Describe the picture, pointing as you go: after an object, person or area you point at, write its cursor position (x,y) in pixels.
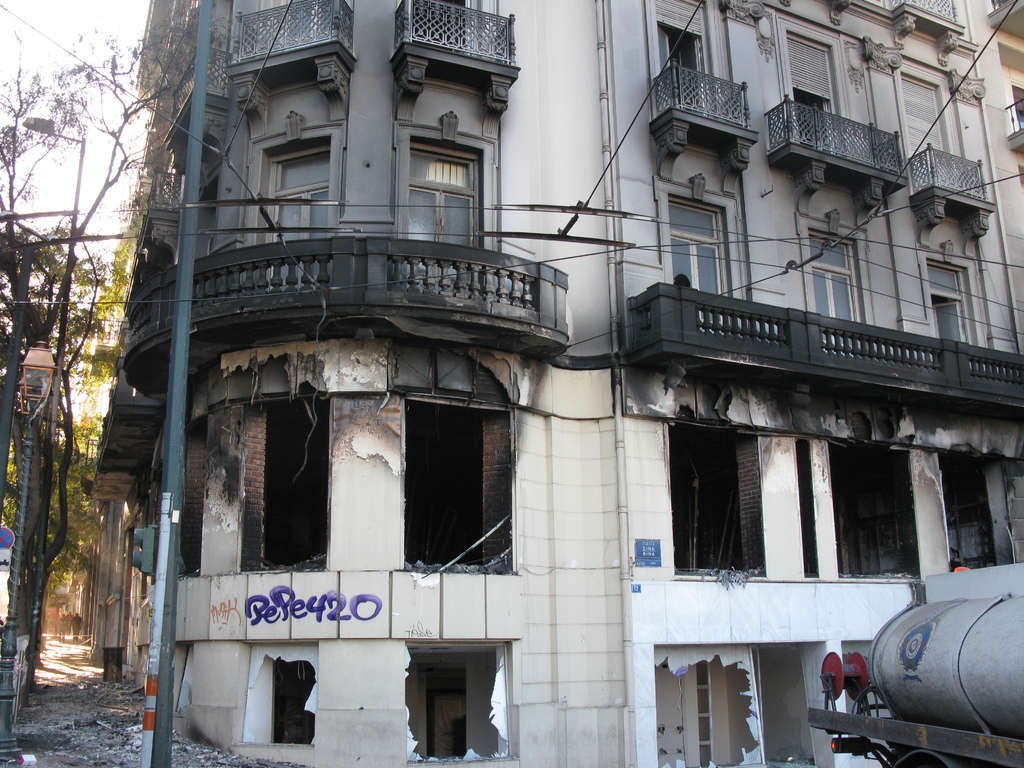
In the picture we can see a building (614,615) which is very old and broken and besides the building (804,662) we can see pole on the path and some trees (68,395) and sky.
